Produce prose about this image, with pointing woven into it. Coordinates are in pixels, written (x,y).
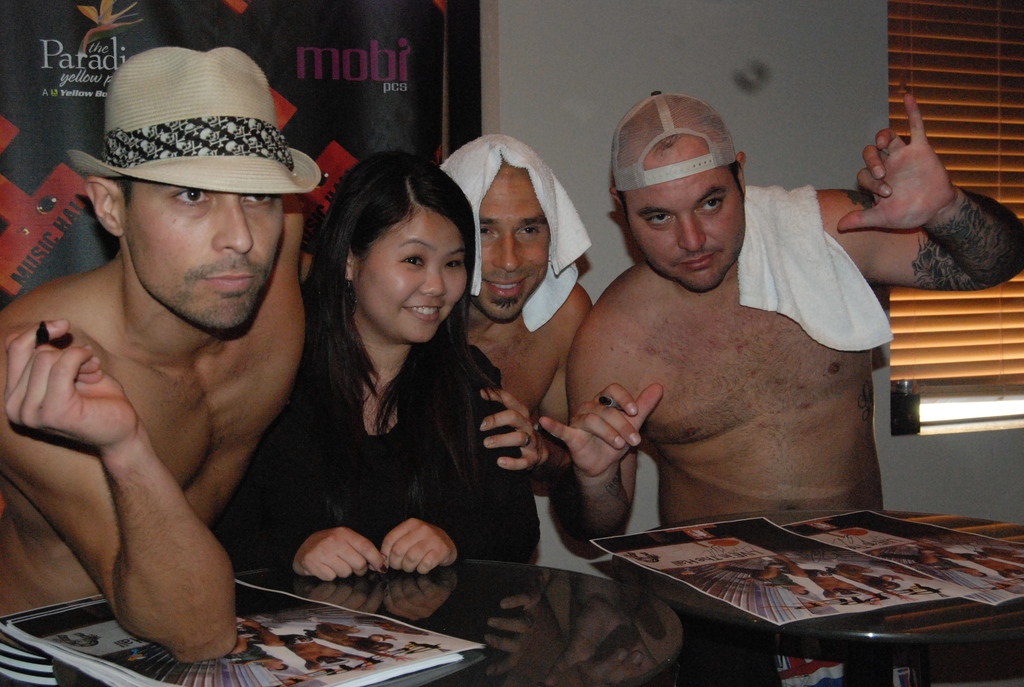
In this picture we can see there are four people (268,407) standing and a man (168,400) with a hat (200,137) is holding a pen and on the other two people (643,284) there are two white towels (571,230). In front of the people (259,281) there are posters (199,673) on the table (638,616) and behind the people (563,369) there is a wall (619,50) with a banner (425,39) and a window shutter (952,394).
